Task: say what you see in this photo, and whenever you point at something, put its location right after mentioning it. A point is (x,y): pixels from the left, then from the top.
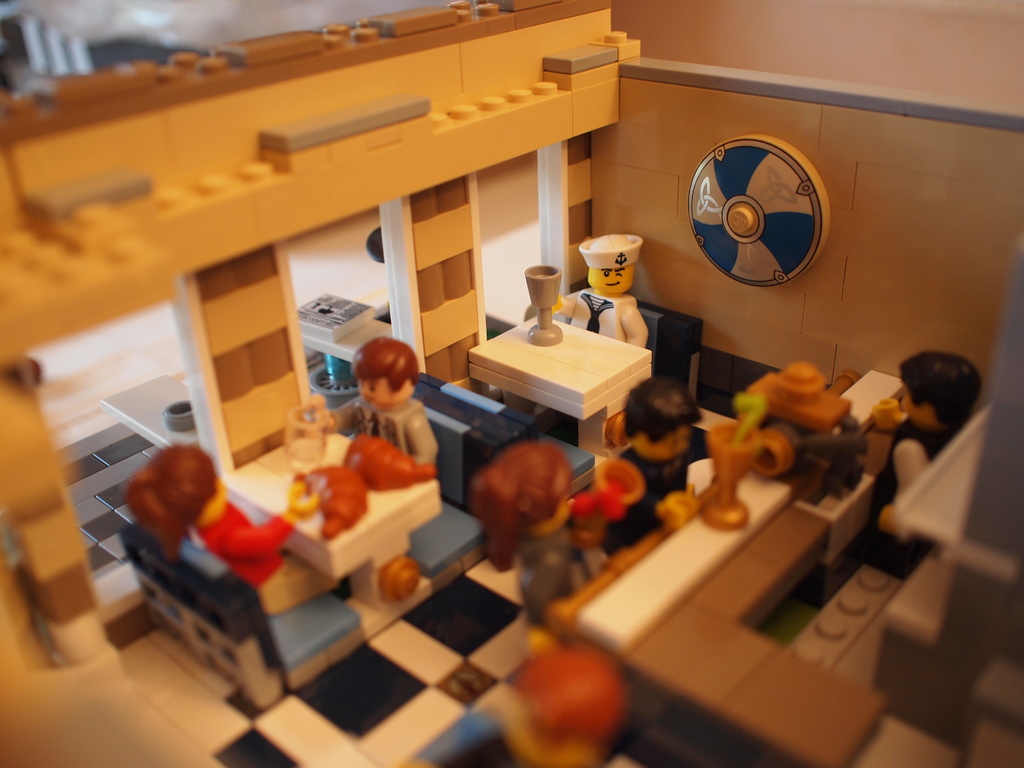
This is a toy house (342,343).
